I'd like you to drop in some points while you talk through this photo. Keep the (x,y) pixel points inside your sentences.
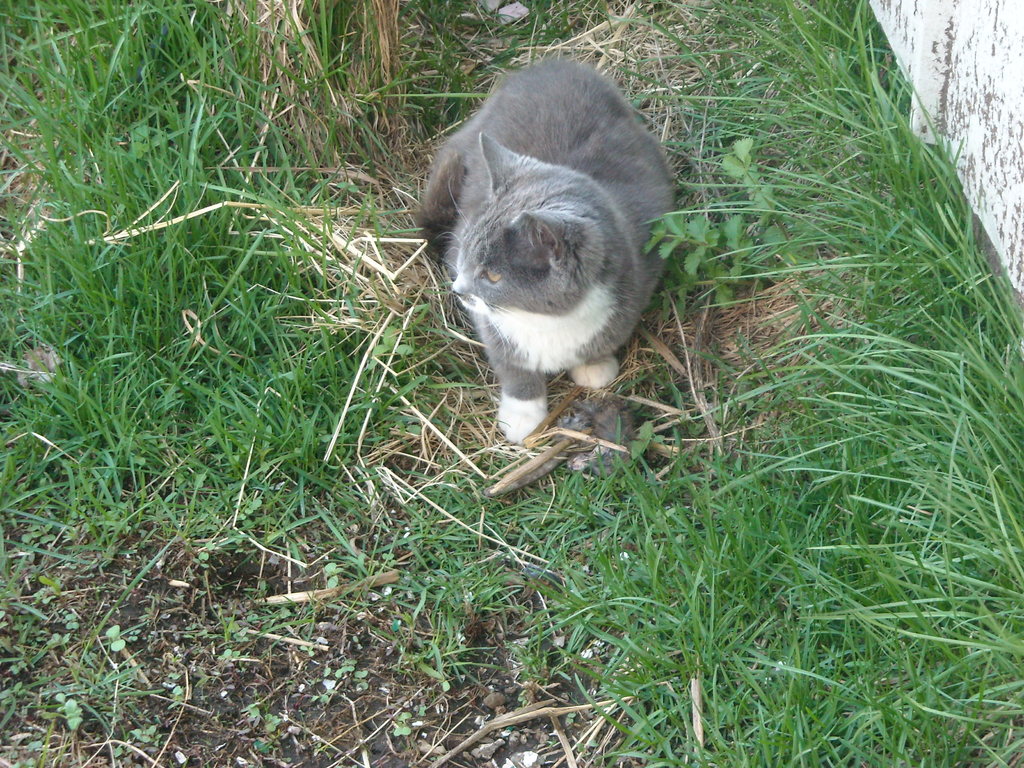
In this image we can see a cat (534,295) on the ground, there is some grass (231,309) and on the right side of the image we can see the wall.
